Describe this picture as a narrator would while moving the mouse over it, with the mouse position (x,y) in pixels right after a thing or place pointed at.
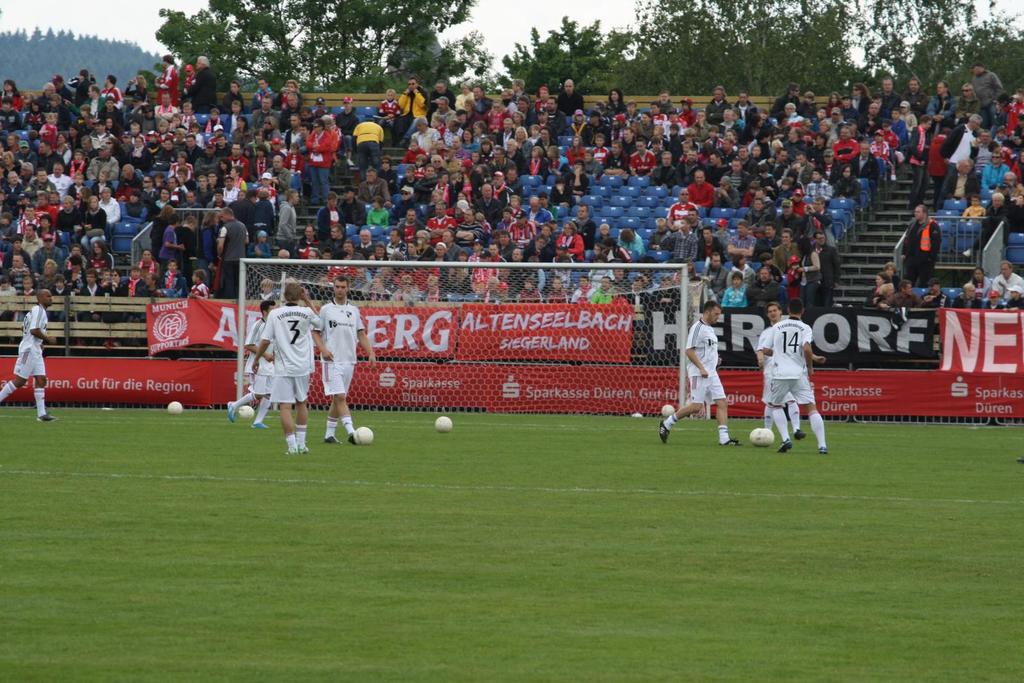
In this image, we can see a group of people (697,226). Few (512,226) are sitting and standing. Few people (785,380) are playing a game on the ground (508,576). Here we can see balls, net (474,391), rods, banners (422,378), stairs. Background (518,19) we can see trees (384,68) and sky (469,24).
